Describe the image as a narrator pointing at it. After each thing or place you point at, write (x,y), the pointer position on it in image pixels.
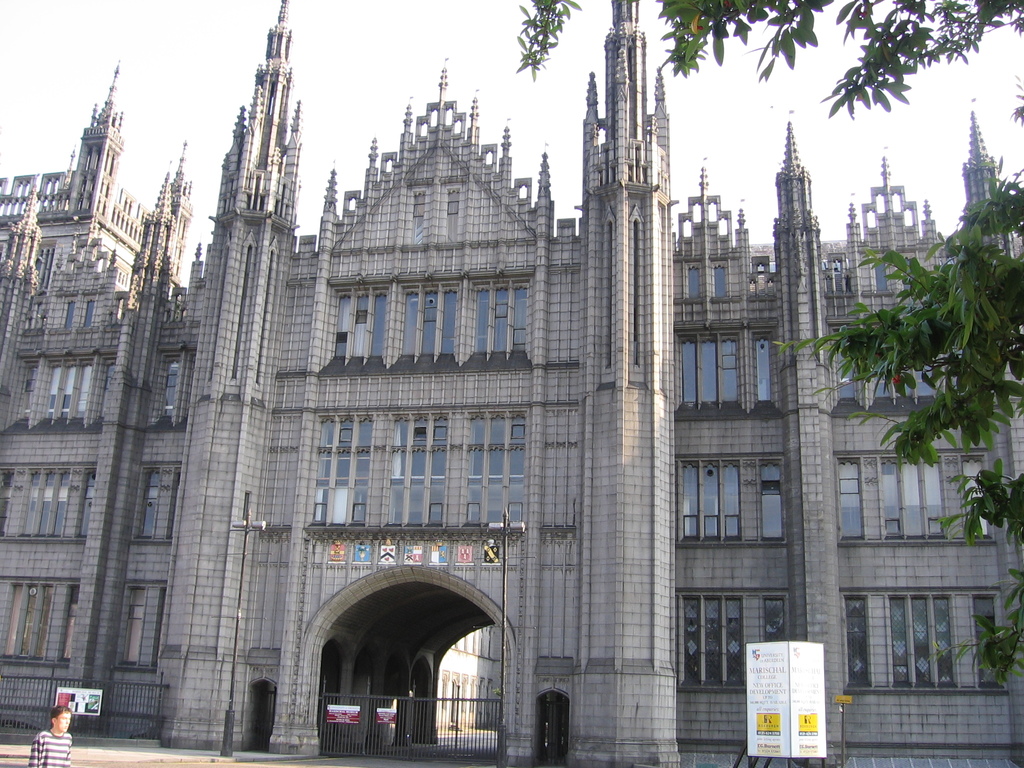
In this image we can see buildings (301,727), windows (513,422), poles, railings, there are some posters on the wall (743,707), there are boards (805,690) with text (801,735) on it, there is a person (46,742), and a tree (995,367), also we can see the sky (153,90).
